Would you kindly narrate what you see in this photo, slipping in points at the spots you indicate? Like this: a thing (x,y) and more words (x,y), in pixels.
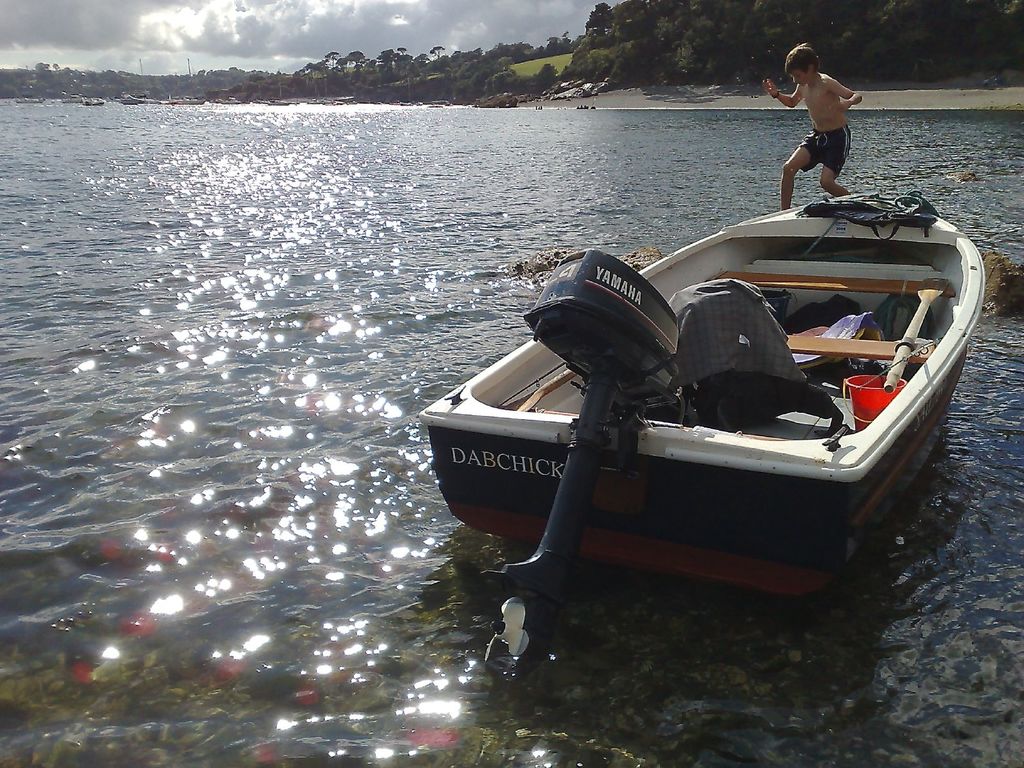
In the image we can see the boat (623,335) in the water (360,343). In the boat (543,426) we can see the bucket (870,417) and other things (763,324). There is even a boy (834,141) wearing shorts (843,134). Here we can see trees (501,65) and the cloudy sky (145,45).
